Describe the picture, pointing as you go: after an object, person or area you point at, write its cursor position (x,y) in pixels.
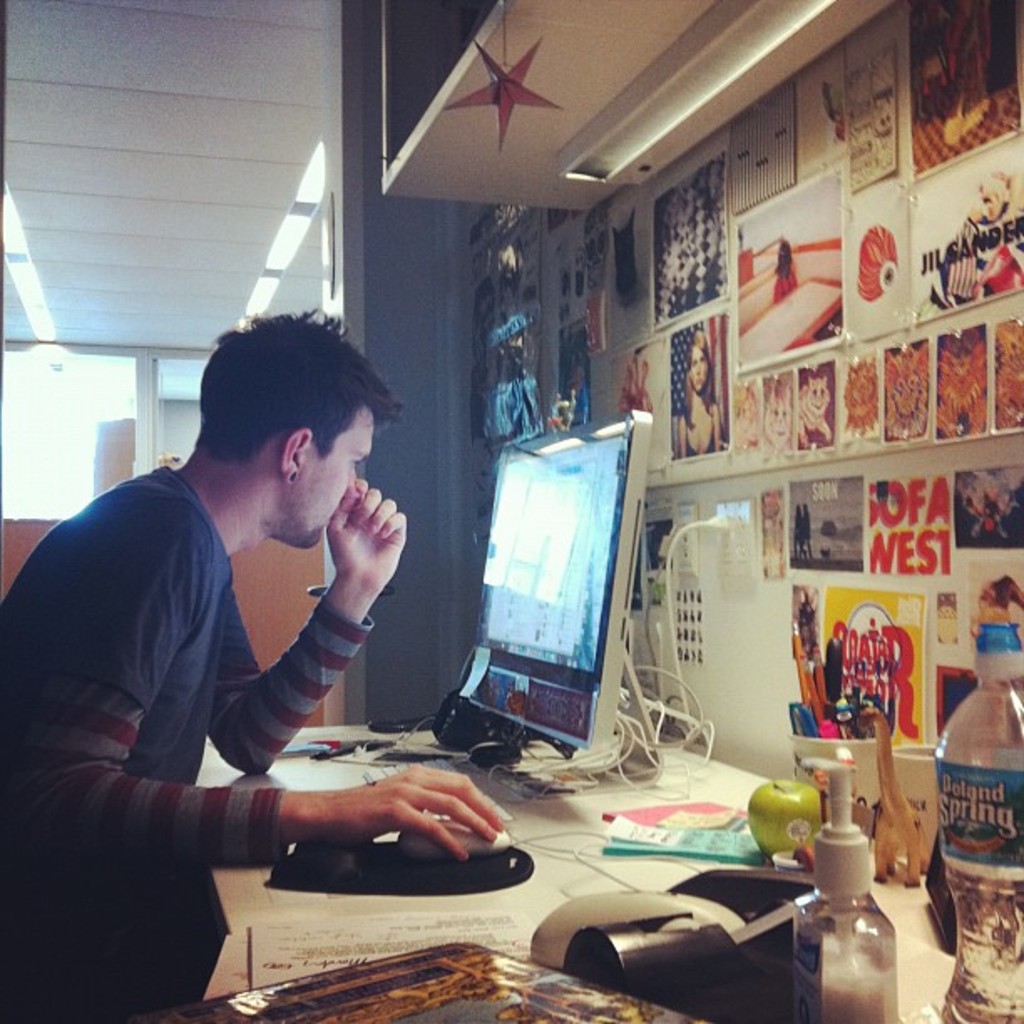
In this image on the left (218,704) there is a man (224,753) he holds a mouse (428,847) he is staring at monitor (511,538). On the right (793,816) there is monitor (571,676), table (318,910), bottle (954,875), apple (787,795), mouse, cup (904,778), pens (858,729), wall (895,577) and photo frames (792,351). In the background (296,232) there is a light (272,258).
